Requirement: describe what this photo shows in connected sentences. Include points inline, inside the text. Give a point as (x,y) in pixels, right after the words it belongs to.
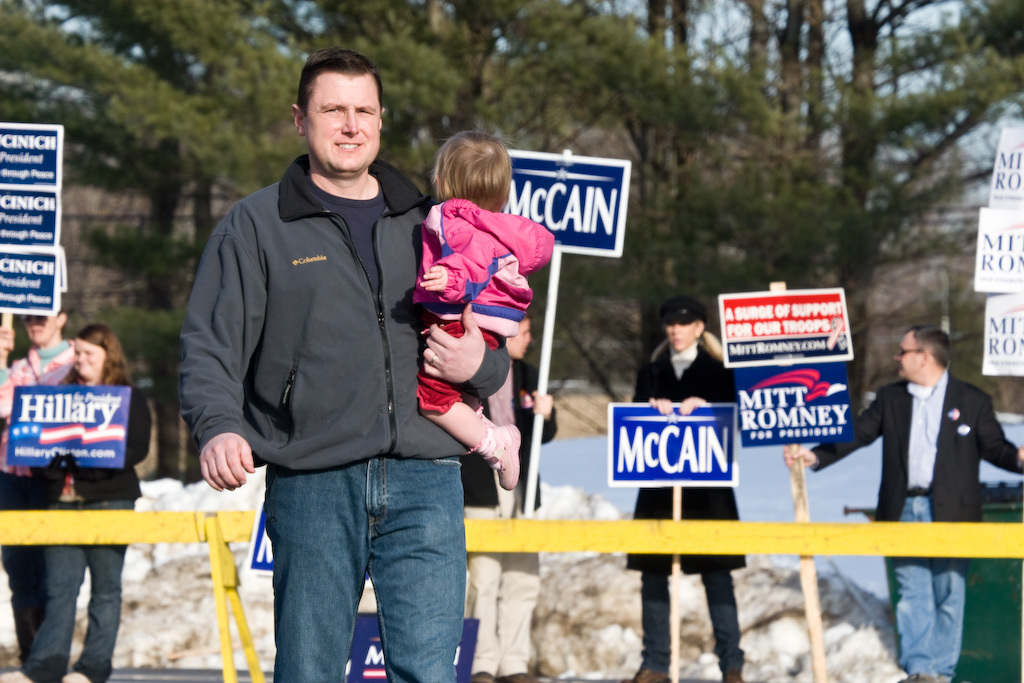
On the left side (318,350), there is a person (349,219) in a jean pant (311,517), smiling and holding a baby (512,316). In the background (530,406), there are persons (974,412) holding placards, beside them, there is a yellow color fence (213,539), there are trees (504,14), snow (812,477) and other objects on the ground (812,490).
